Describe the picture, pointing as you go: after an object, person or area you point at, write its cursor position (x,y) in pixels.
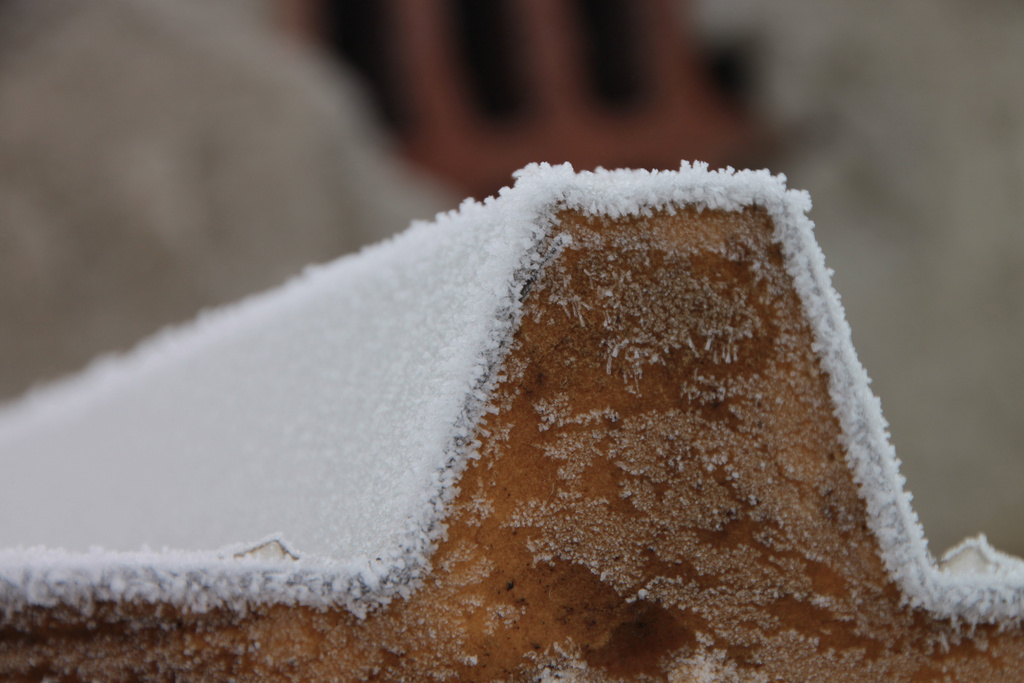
In this image we can see an object (588,559) and there is a white color layer (327,380) on it. There is a blur background (962,345) in the image.
